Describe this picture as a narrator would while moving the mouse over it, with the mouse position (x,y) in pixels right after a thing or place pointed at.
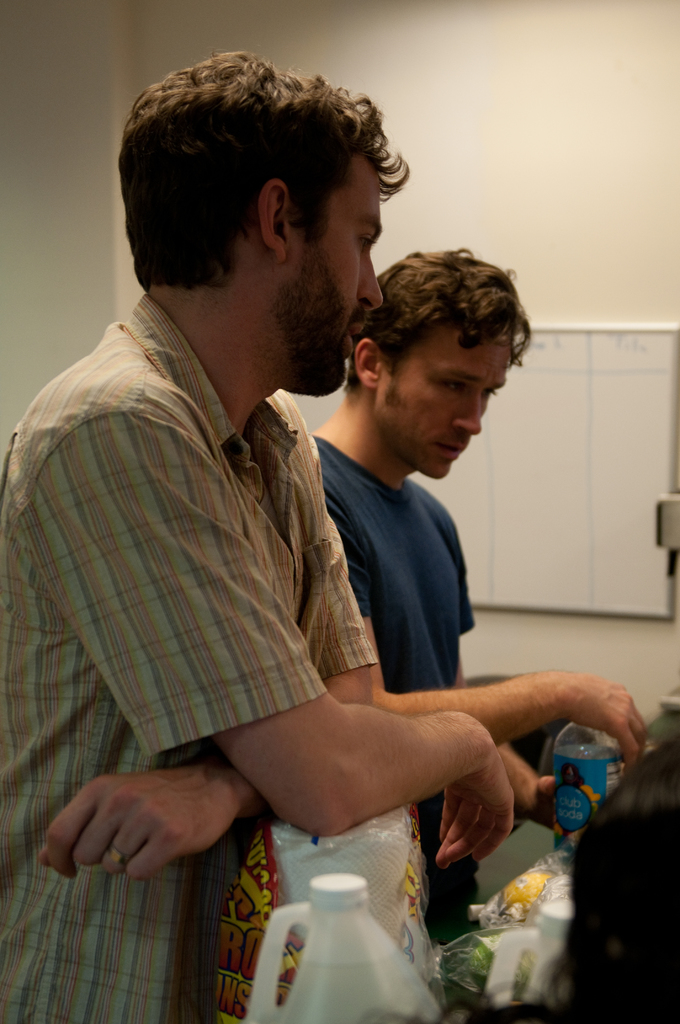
There are two men (393,634) standing, one person (251,511) is wearing checked shirt (149,398) another person (378,542) is wearing blue color shirt (444,551), both are looking at something, there is a bottle (569,737) in the second person's hand (571,698) and there are also few other utilities (506,902) in front of them. In the background (595,590) we can view a board (585,420) and a white color wall (631,199).
